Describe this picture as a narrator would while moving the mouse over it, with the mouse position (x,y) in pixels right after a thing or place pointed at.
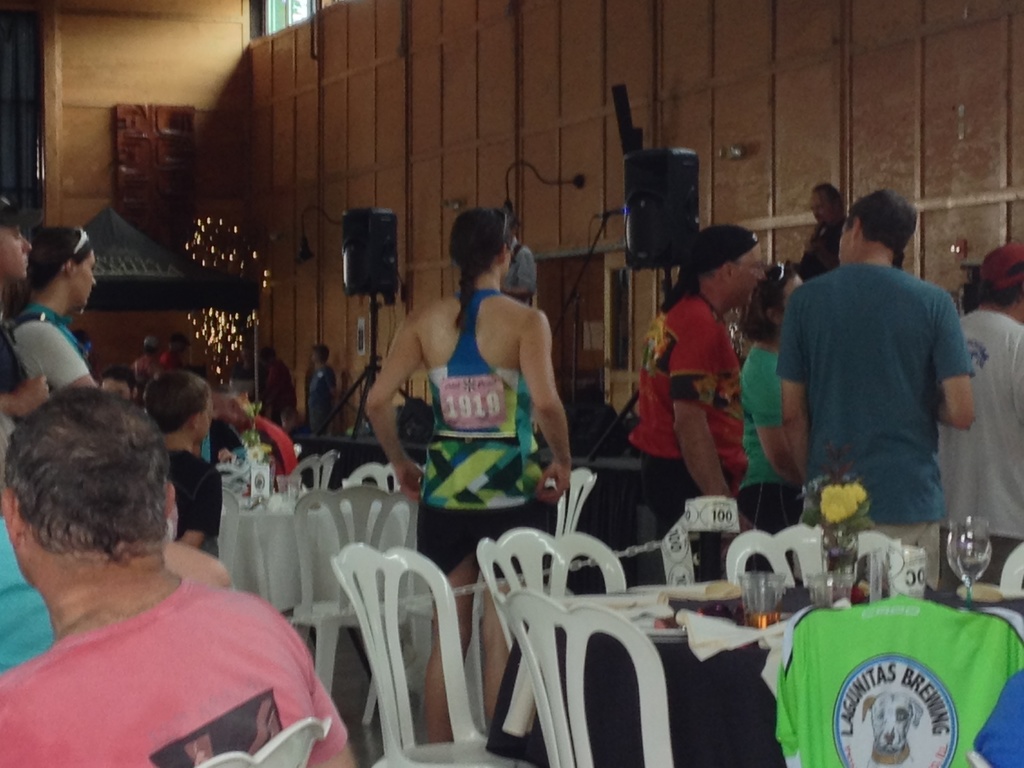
In this image there are few people (173,654) sitting on chairs (399,721) and few are standing and there are tables (977,601), on that table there are glasses (748,600), plates (669,605), flower vases (847,533), in the background (415,292) there are speakers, tents (194,300), wooden walls (453,157) and lights (231,247).
